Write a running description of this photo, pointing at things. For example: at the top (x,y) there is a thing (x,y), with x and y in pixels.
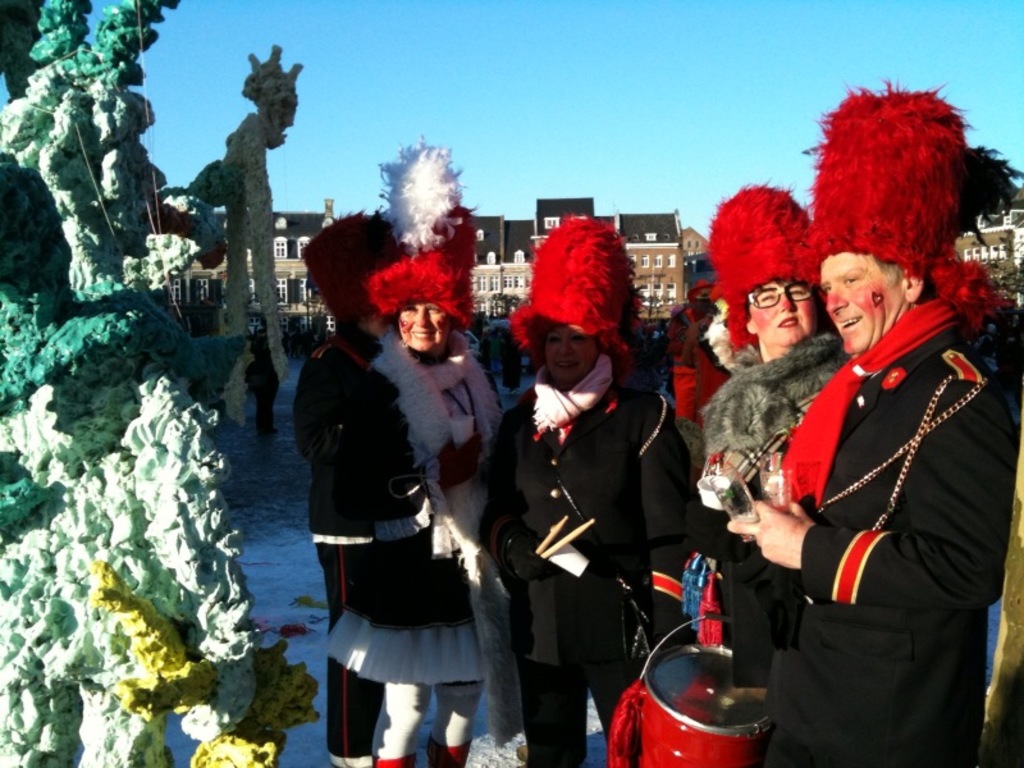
In the foreground of this image (418,425), there are few people (454,452) wearing red color hats (397,265) are standing on the road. On the left (33,351), there are few sculptures (225,341). In the background (638,238), there are buildings (668,269), and the sky (447,81).
